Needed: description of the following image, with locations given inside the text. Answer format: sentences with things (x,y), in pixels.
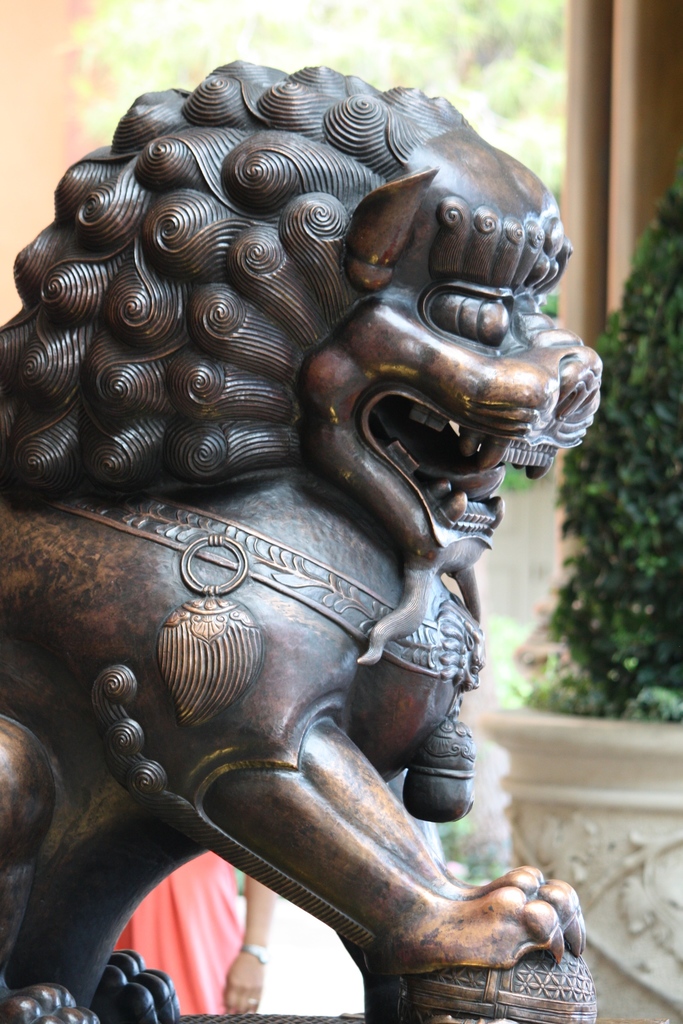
In this picture there is a sculpture (256,707) of a lion (55,742) and there is a person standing behind the sculpture (42,439). At the back (125,94) there are pillars (575,78) and trees (125,94) and there is a plant (671,447).
